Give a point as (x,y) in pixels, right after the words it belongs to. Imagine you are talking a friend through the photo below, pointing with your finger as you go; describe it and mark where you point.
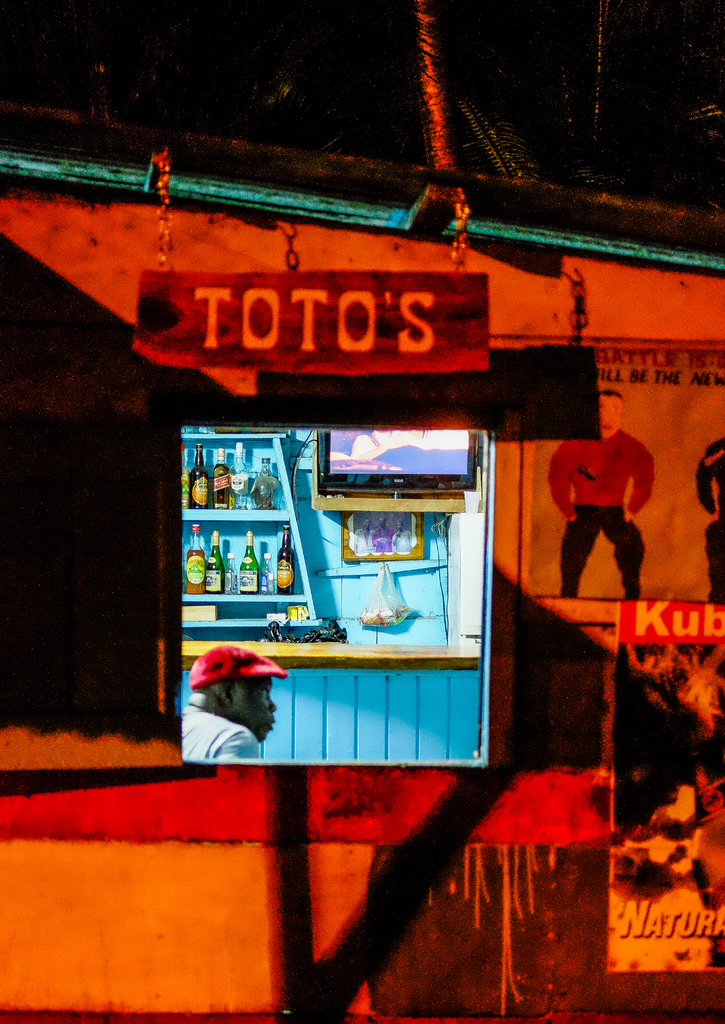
In this image I see a shop (304,237) and I see a man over here and I see the racks (254,447) on which there are bottles (250,587) and I see a photo frame (419,558), a cover (386,565) and the TV (402,489) over here and I see posts (685,385) over here and I see a board (359,364) on which there is a word (209,295) written and I see the chains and it is a bit dark over here.
